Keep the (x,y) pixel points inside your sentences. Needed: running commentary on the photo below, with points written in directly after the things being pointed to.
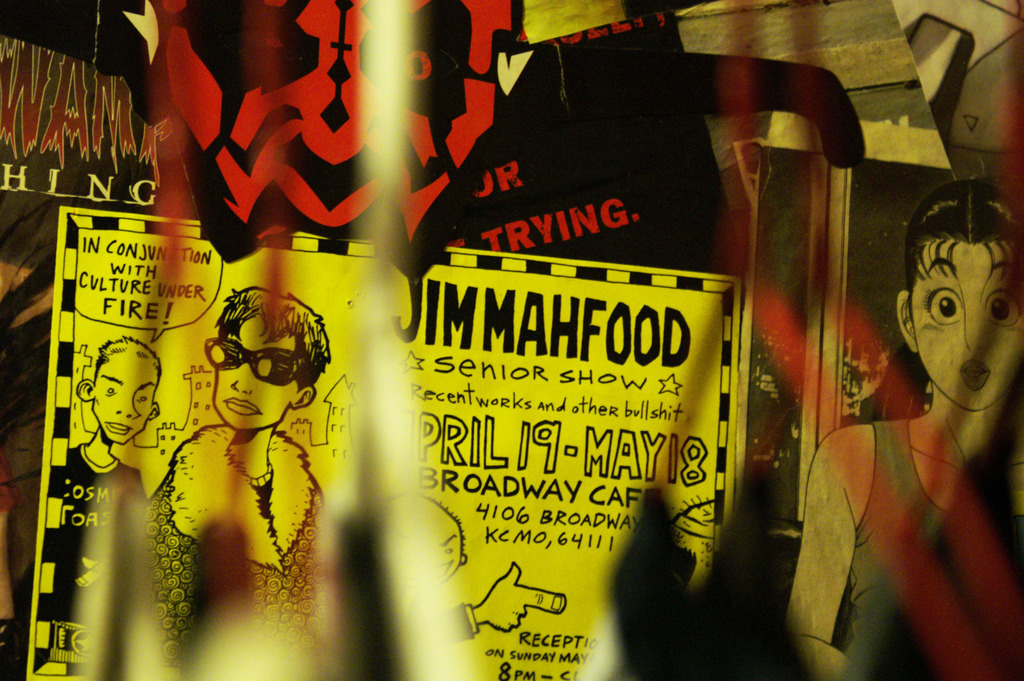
In the picture I can see a sheet (431,379) which has few images (294,365) and something written on it and there are few other images (783,144) on the wall (808,192).
